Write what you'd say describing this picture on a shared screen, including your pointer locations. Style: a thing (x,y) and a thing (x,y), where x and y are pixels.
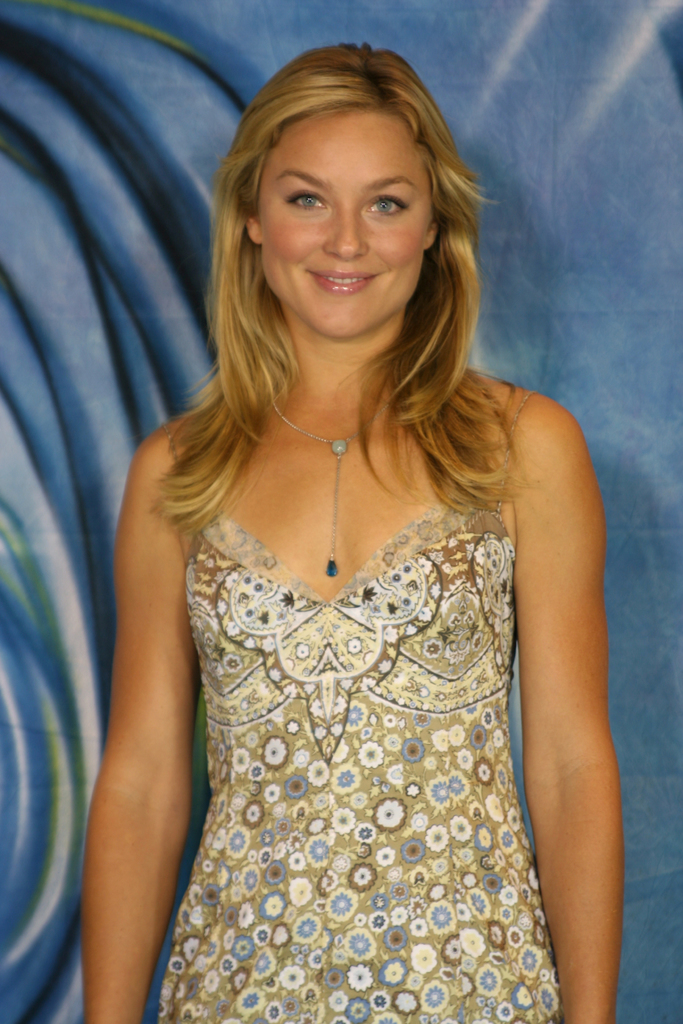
There is a woman (214,555) in the image, she is standing and smiling and she is wearing a chain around her neck (316,419).
